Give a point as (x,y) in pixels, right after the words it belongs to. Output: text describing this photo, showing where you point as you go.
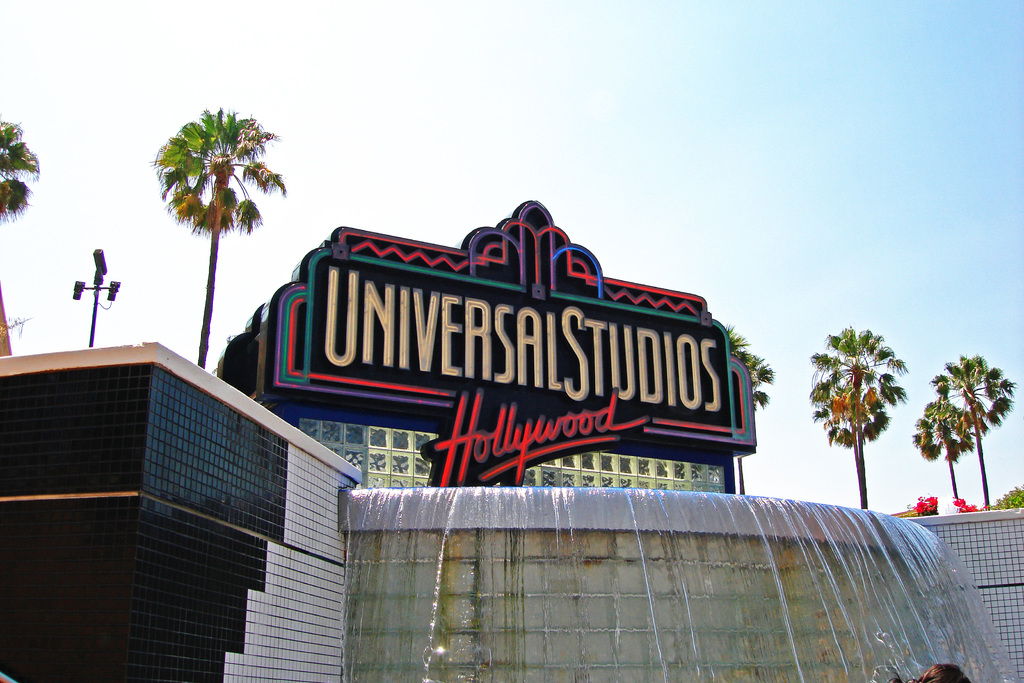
In this image there is a name display board (593,282) on top of a fountain (580,530), in the background of the image (413,452) there is a building (315,609) and trees (892,392).
